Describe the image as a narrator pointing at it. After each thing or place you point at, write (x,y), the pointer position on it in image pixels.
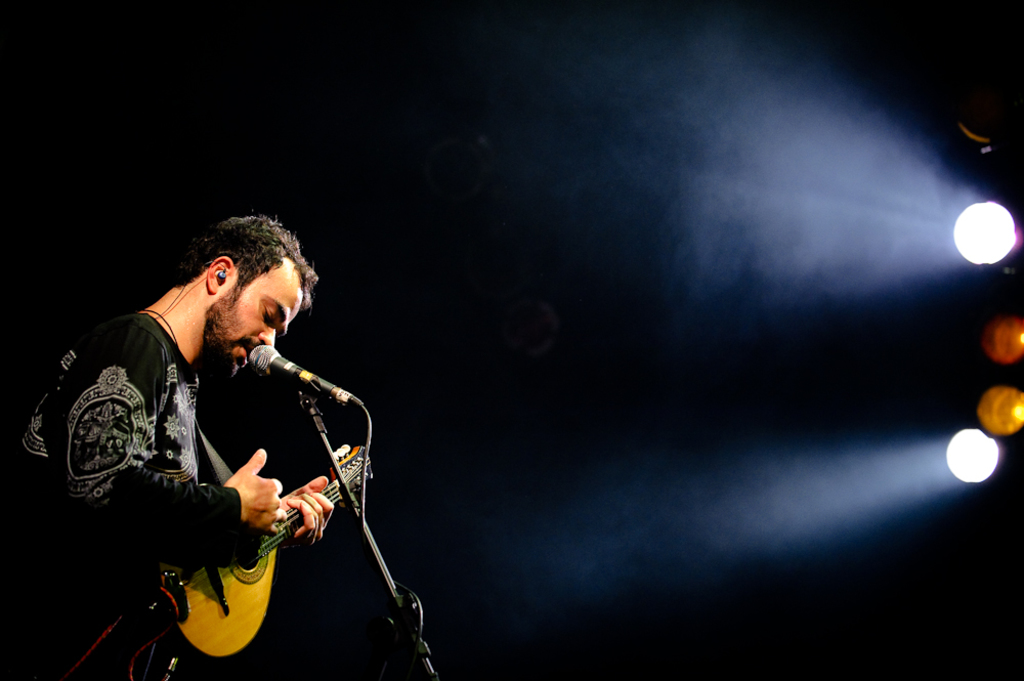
In the image there is a man (161,531) holding an instrument (262,567) and singing on mic (282,366). There are lights (1002,407) on the right side (998,221).
